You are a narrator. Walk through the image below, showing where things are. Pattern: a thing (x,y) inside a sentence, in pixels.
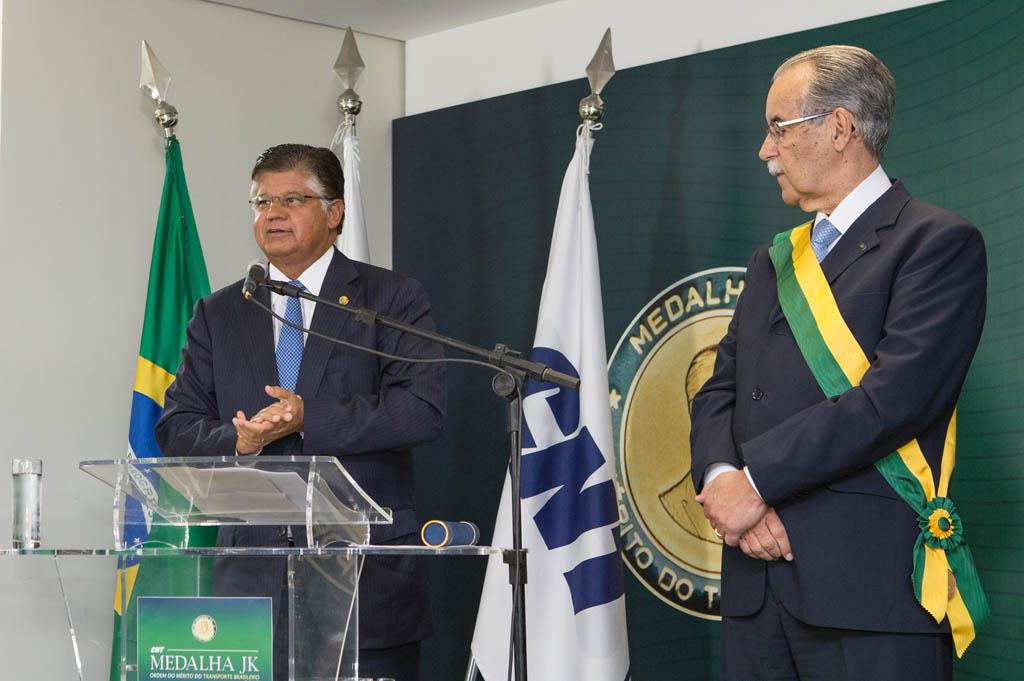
In this image there is a man (296,399) standing, in front of a podium (252,469), there is a mic (295,293) beside the mic (512,462) a man (776,467) standing, in the background (449,174) there are three flags (588,185) and there is a poster (1022,477).
